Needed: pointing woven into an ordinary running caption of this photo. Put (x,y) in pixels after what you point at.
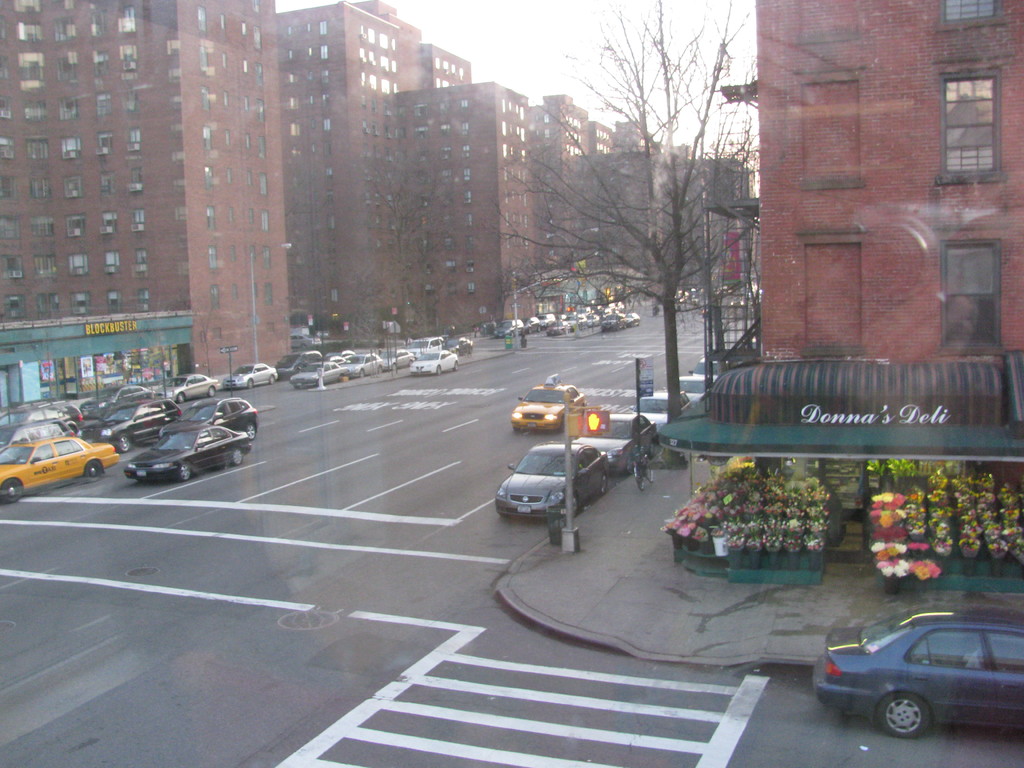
This picture is clicked in the city (418,552). At the bottom of the picture (376,677), we see the road (382,494). Here, we see cars (246,427) are moving on the road (424,521). On the right side (780,277), we see a building (886,286) and a flower bouquet shop (783,513). Beside that, there are trees (703,263) and a pole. In the background (371,167), there are buildings (389,218). At the top of the picture (444,27), we see the sky (525,76).
